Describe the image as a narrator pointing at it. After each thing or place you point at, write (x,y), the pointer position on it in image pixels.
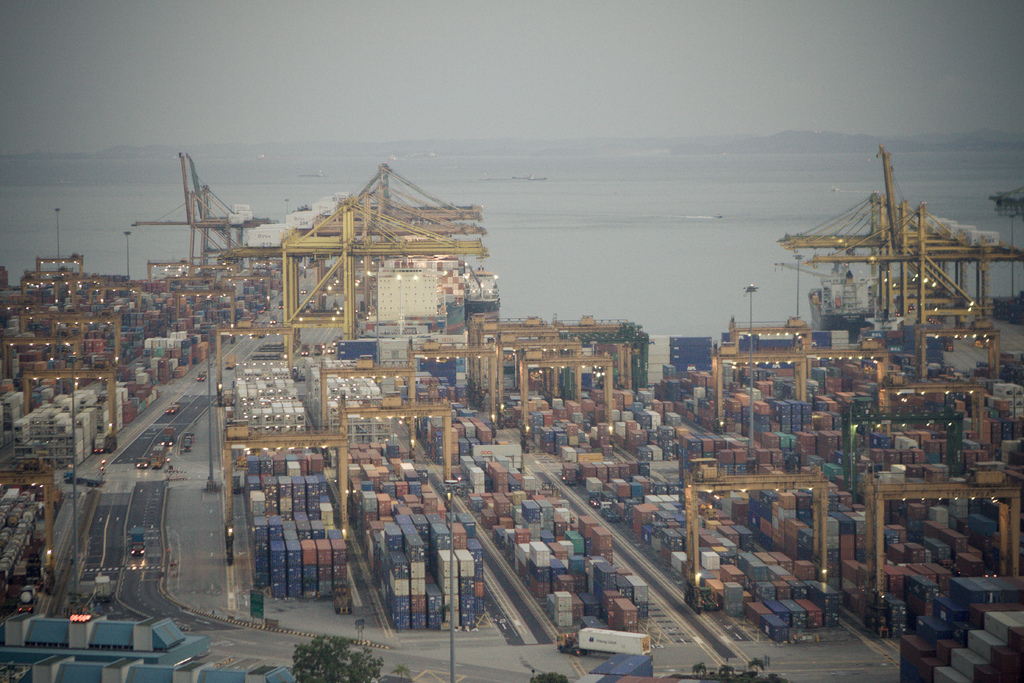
In this image I can see many containers (392,450) in the shipyard (359,519). In the background (64,166) I can see an ocean (350,169).
